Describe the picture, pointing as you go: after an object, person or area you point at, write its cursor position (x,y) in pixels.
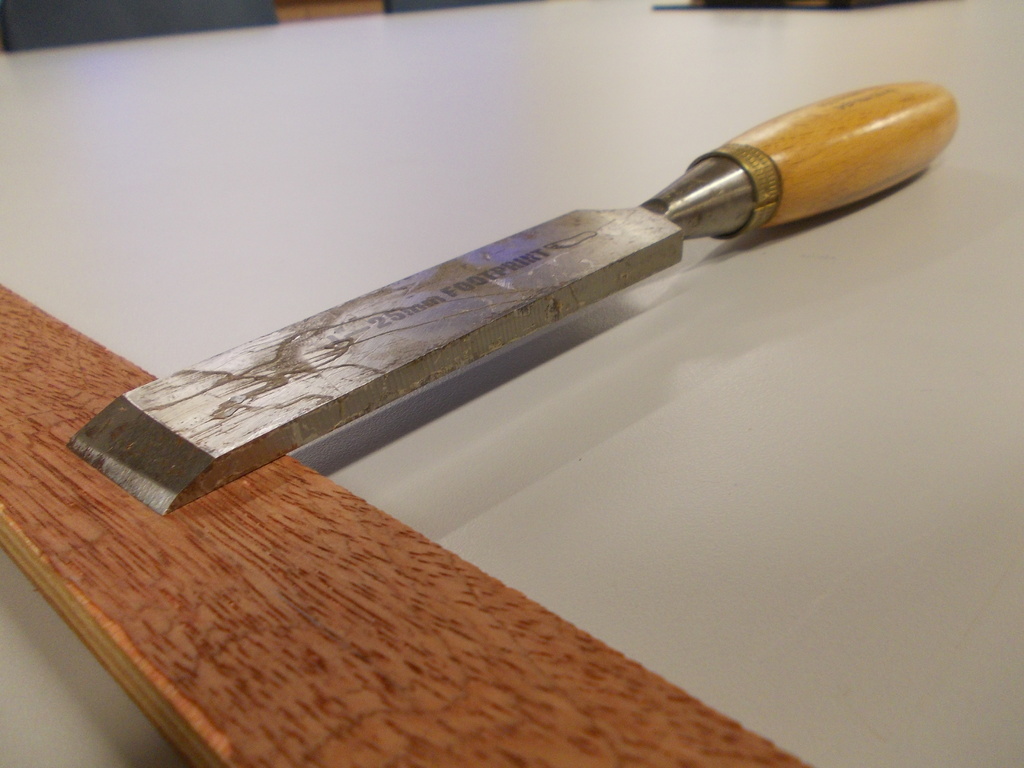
In the picture I can see a tool (457,279) on a white color surface (525,403).
